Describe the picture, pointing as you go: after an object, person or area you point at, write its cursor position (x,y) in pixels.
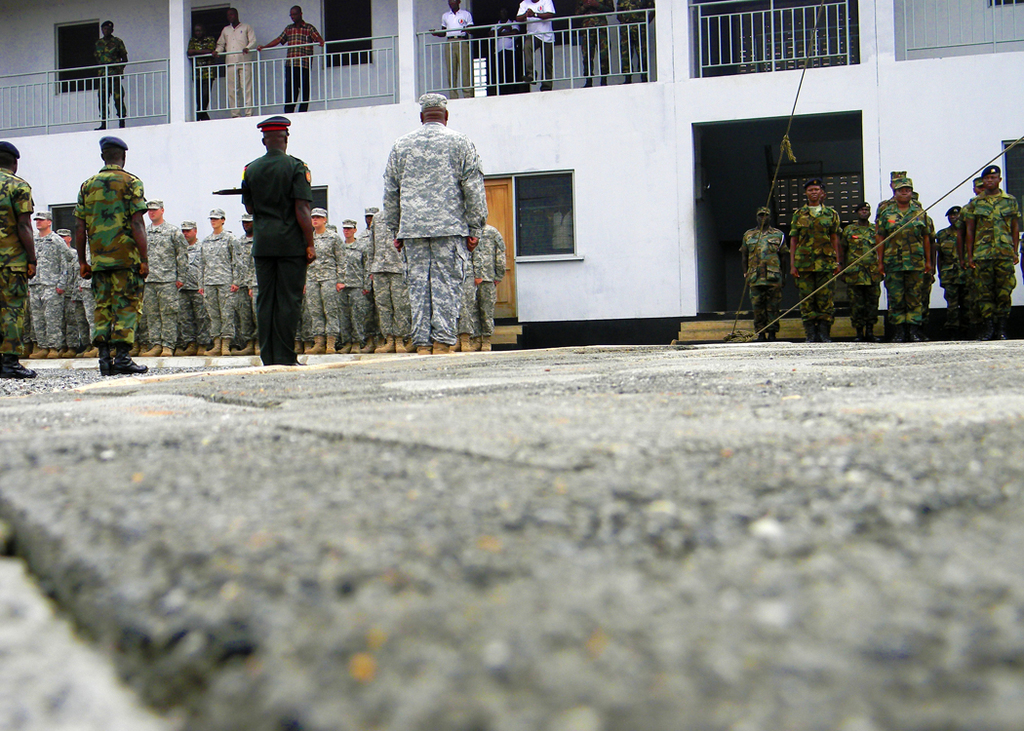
At the bottom of the picture (591,607), we see the road (644,599), On either side of the picture, we see men (847,258) in uniforms (113,299) are standing. Behind them, we see a white building (593,172), window (574,204) and a door (510,271). There are people (124,61) standing beside the railing (243,81). Behind them, we see windows (218,29) and a white wall (253,13).
